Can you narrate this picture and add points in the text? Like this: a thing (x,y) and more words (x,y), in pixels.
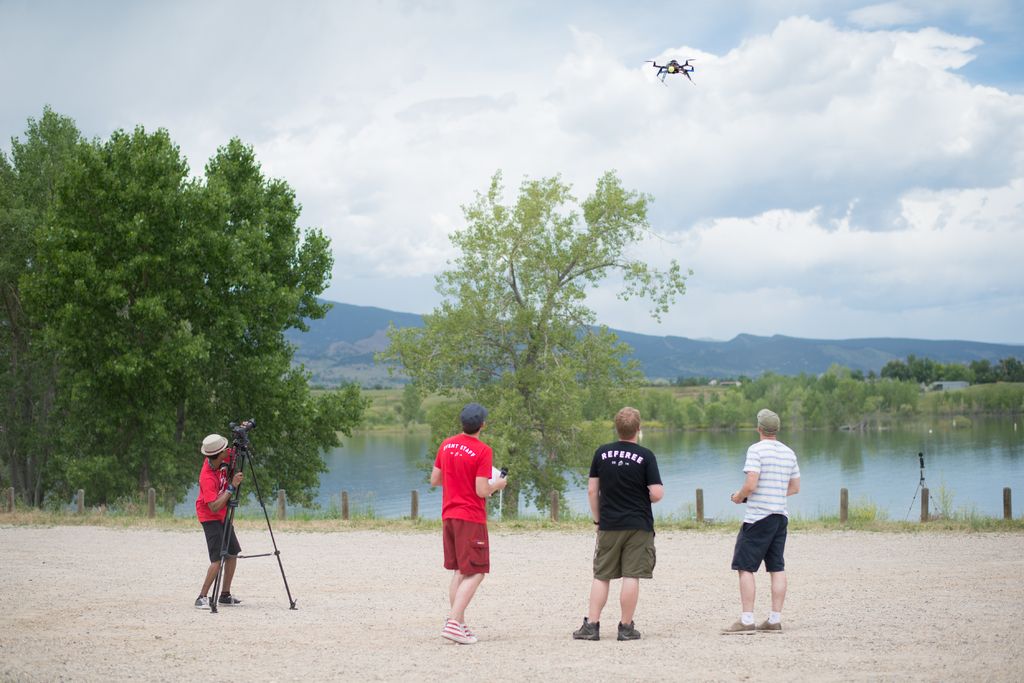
In this image there are a few people (218,495) standing on the surface (390,567), one of them is holding a stand (240,460) of the camera (242,439). In the background (191,353) there are trees (104,464), river (928,464), mountains (297,342) and there is an object (655,65) flying in the sky (579,88).
